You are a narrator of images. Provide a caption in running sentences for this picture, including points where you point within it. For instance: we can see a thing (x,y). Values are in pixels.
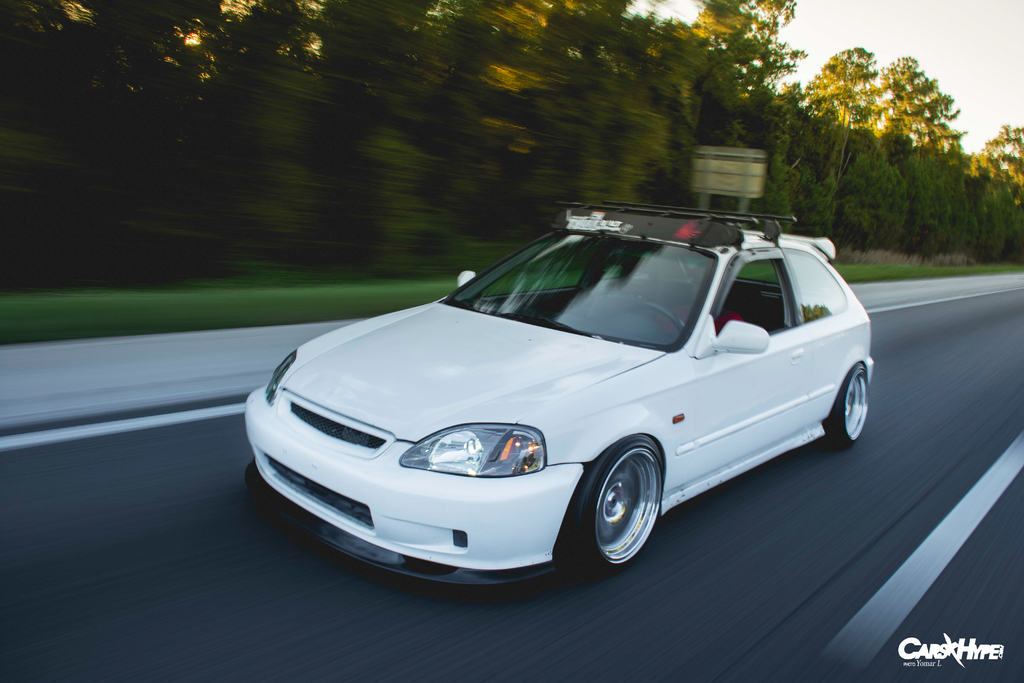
Here we can see a car (611,347) on the road (394,666). In the background (644,187) there are trees (864,198), grass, a board (729,175) and a sky (848,44).
